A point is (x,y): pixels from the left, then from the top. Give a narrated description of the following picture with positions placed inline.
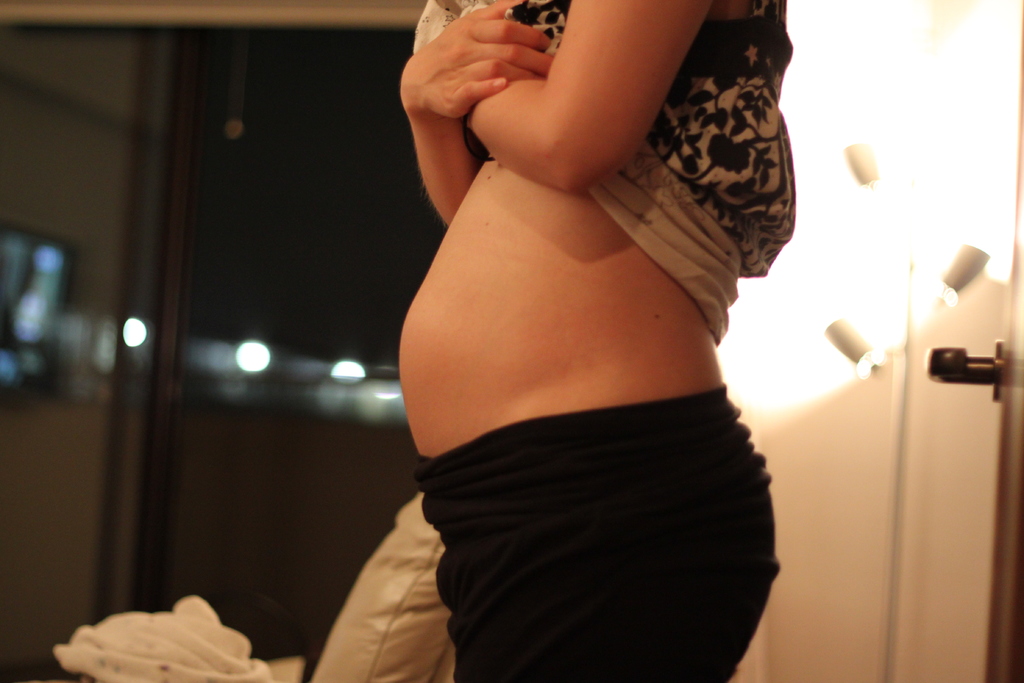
In this image we can see a woman (434,168). She is wearing black color pant (647,539) and white color top (670,174). Behind her white color door (809,327) and pillow (372,621) is there.
